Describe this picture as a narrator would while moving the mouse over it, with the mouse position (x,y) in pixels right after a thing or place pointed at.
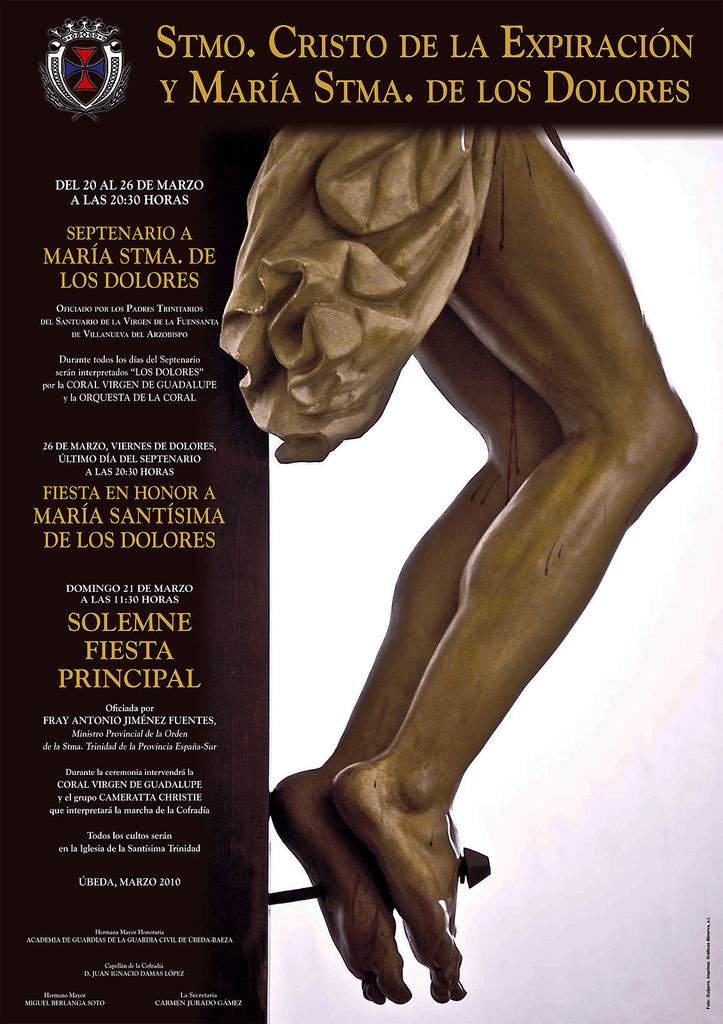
This is an article (399,442) and here we can see an image of a statue (373,330) and there is some text (155,521).
